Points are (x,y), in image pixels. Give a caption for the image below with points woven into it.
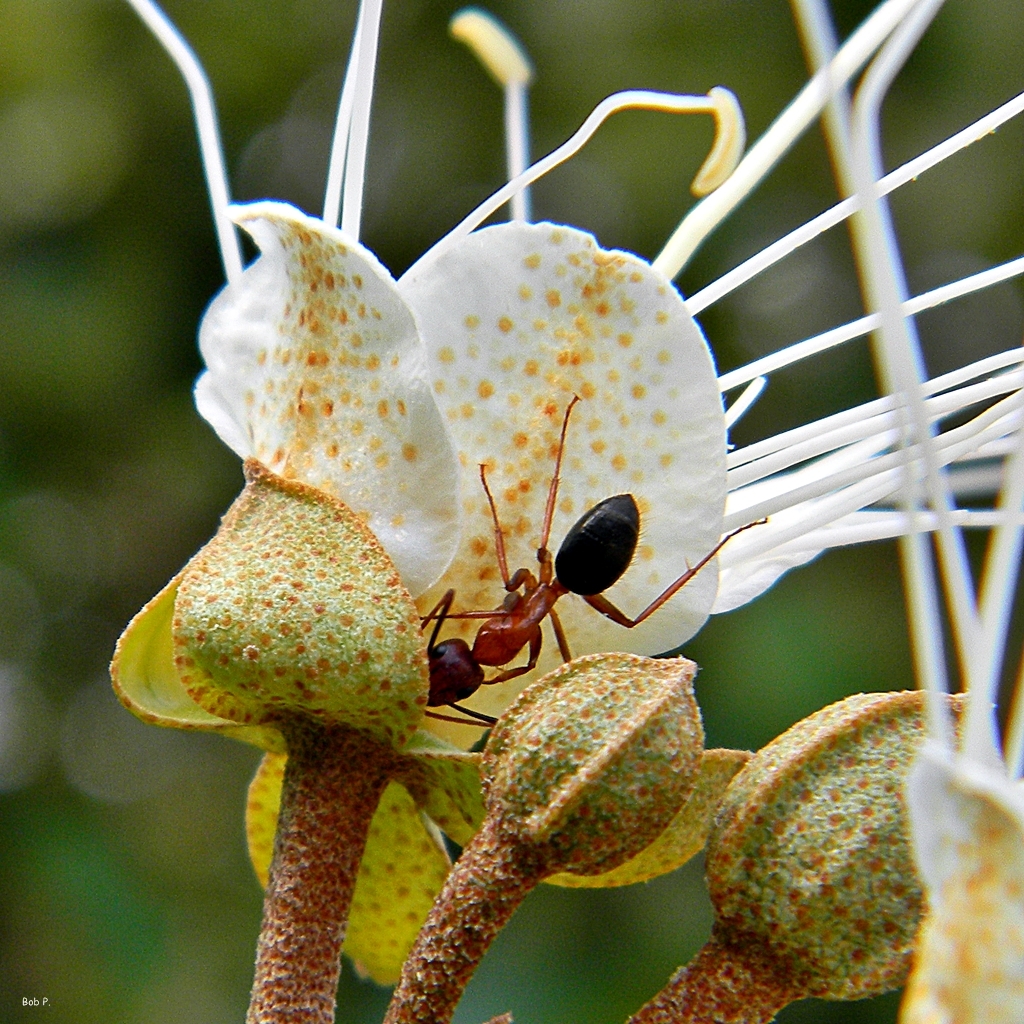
In this image, we can see an ant (537,632) on the flower (569,614). In the background (101,483), image is blurred.
